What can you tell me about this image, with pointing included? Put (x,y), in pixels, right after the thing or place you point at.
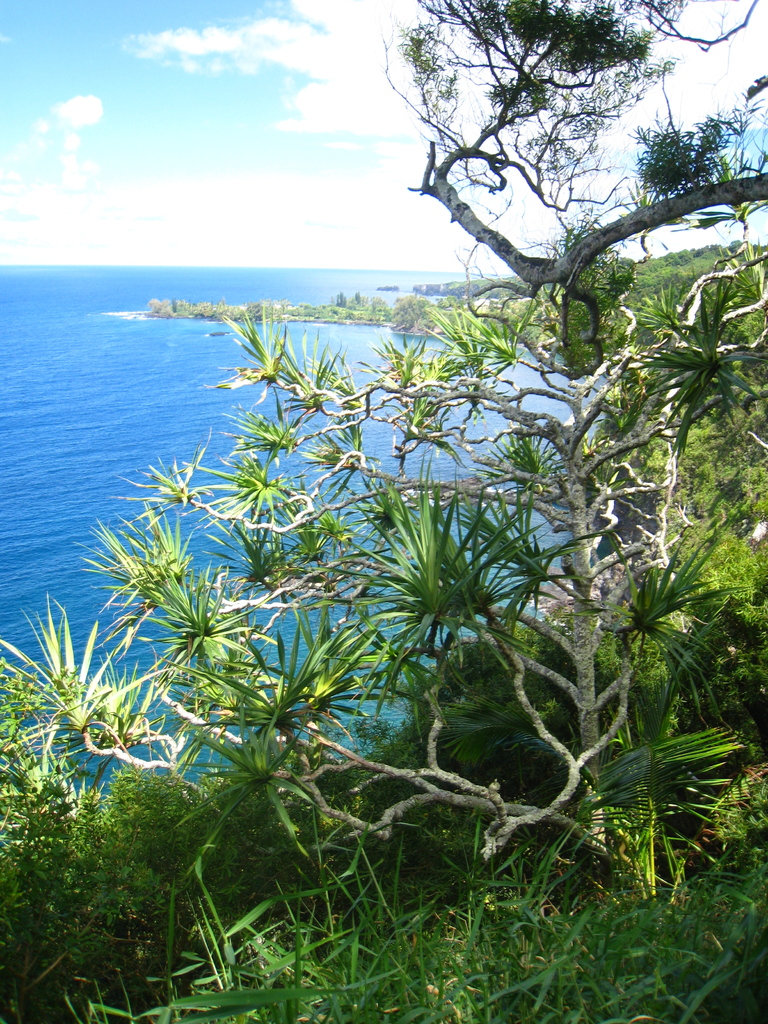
In the foreground of this image (438,901), there is grass (452,917) and trees (497,539). In the background (238,290), there is water (169,297), sky (289,71) and the cloud (302,67).
